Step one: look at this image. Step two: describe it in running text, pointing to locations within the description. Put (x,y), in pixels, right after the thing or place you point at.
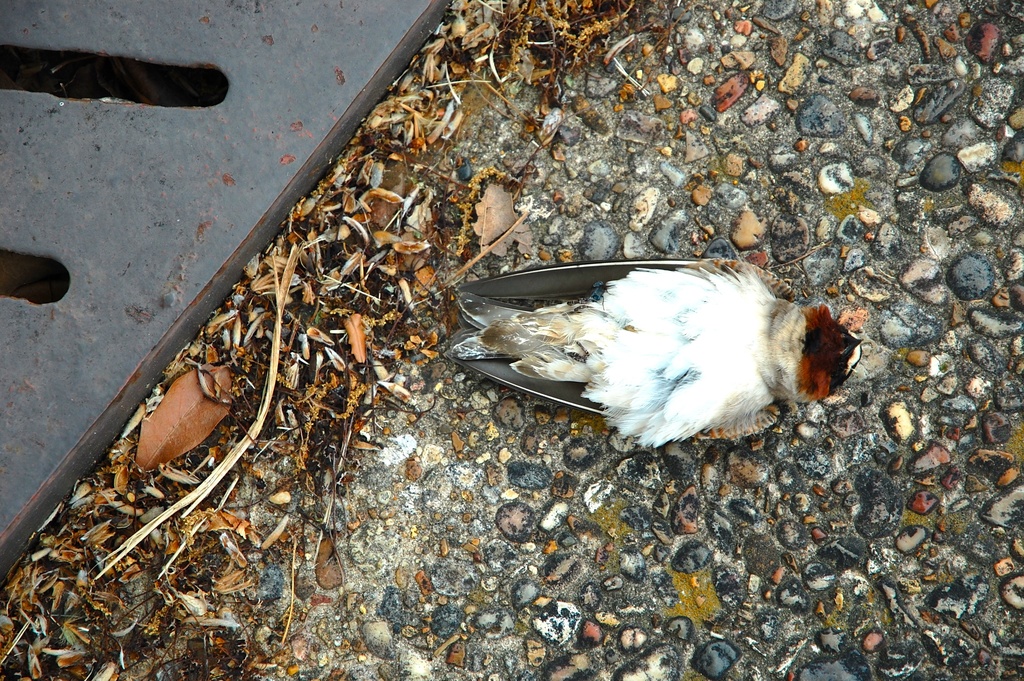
In this image there is a dead bird (651,404) on the ground (824,289). At the bottom of the image (474,569) there is a dried grass (169,583) and a stones (766,552) on the surface (674,569).
